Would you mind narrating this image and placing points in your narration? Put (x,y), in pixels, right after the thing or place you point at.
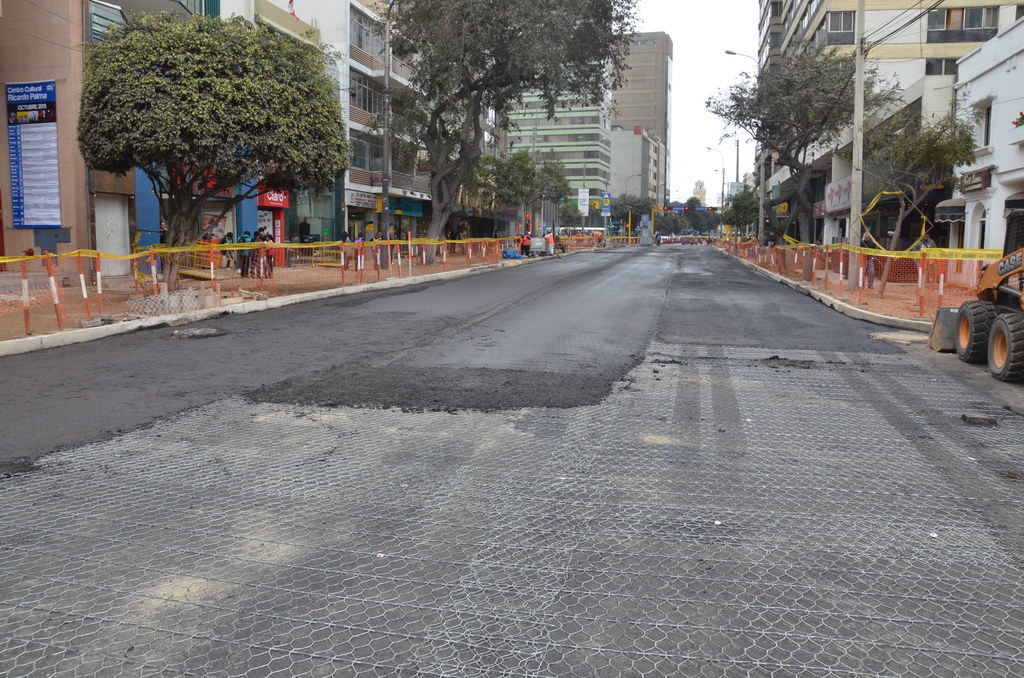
In this picture we can see vehicle (1004,340), road (636,365), fences (839,272) and poles (860,202). There are people (240,238) and we can see boards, trees (755,105), lights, traffic signals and buildings (874,217). In the background of the image (743,48) we can see the sky (687,43).
